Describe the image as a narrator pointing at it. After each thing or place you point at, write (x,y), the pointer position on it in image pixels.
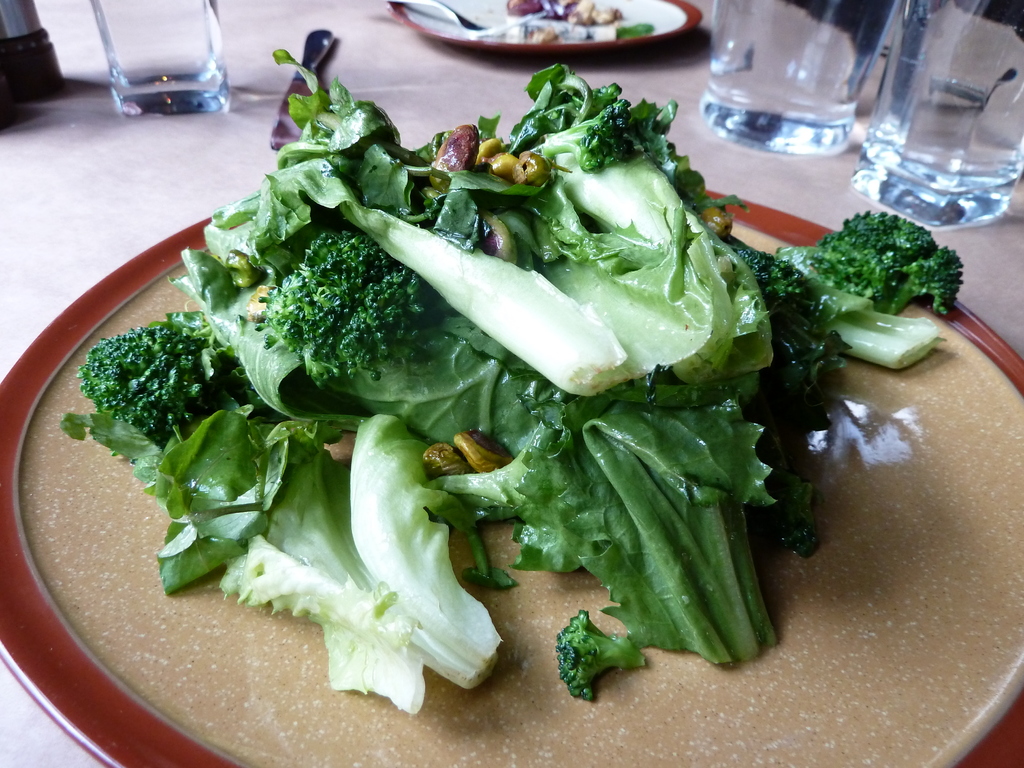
In this image I can see few plates (633,47), few glasses (950,180), a knife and here I can see green vegetables (256,414).
